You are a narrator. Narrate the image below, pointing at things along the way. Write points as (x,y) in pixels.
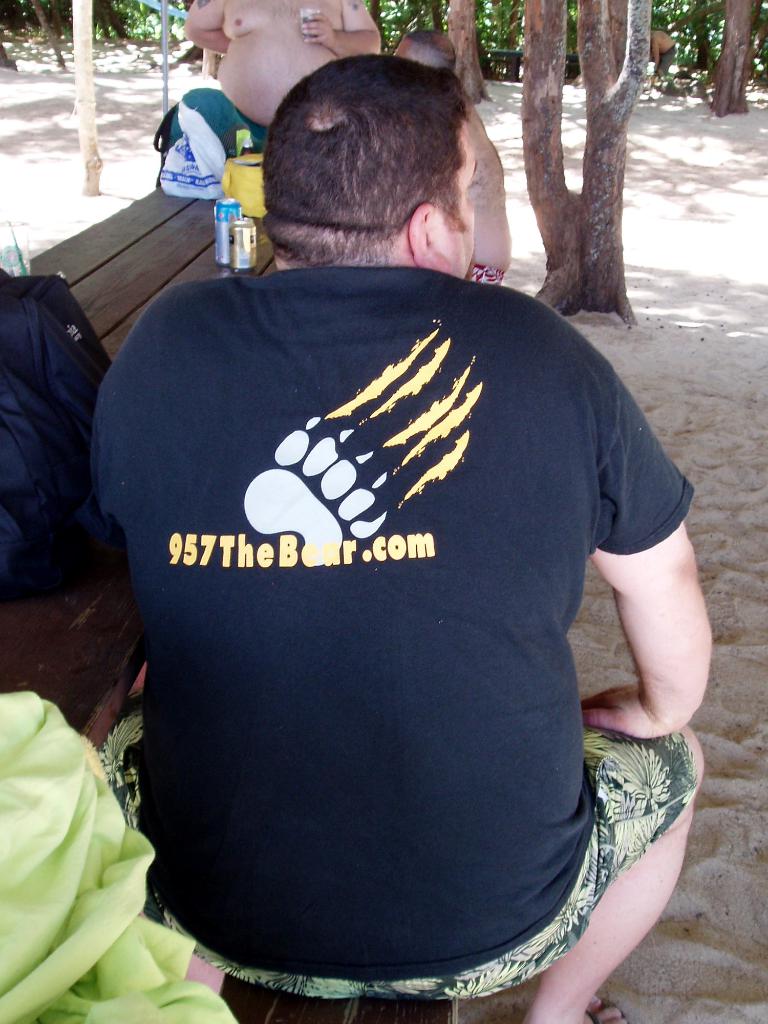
In this image we can see a man (484,924) sitting on the bench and behind there are two persons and we can see some objects (37,551) on the table (155,225) and there are some trees (600,94) in the background (600,94).
